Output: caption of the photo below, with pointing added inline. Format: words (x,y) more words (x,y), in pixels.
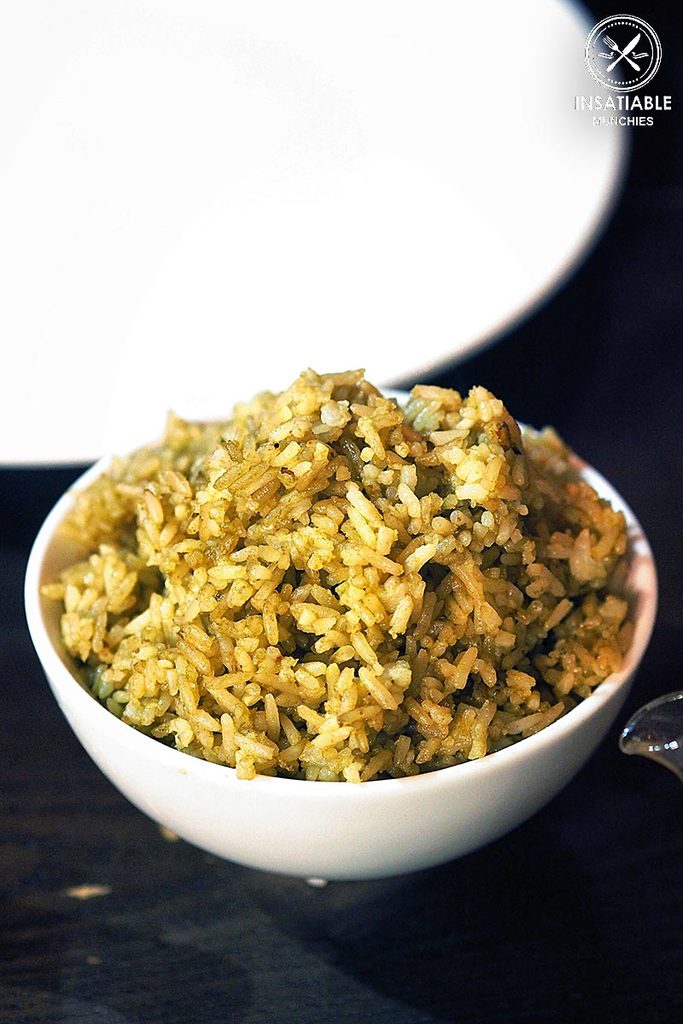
In this image we can see a bowl (436,530) containing food (363,743) is placed on the surface (454,951). In the background (426,253), we can see plate (416,220) and a logo (639,80) with some text (618,103).
